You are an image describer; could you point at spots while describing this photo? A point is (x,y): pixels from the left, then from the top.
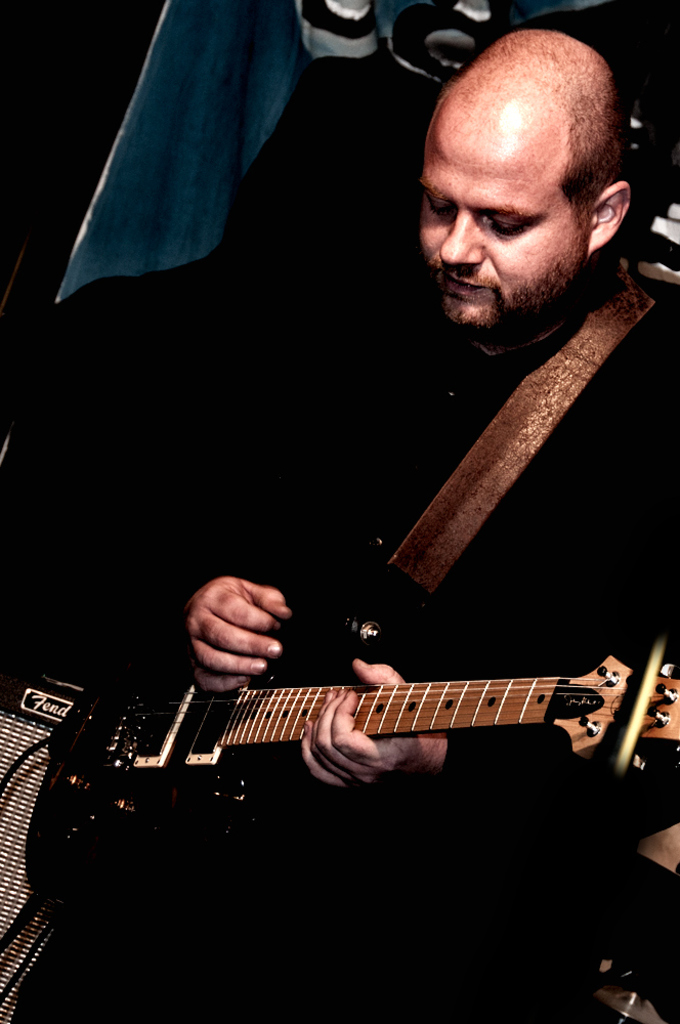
In this picture there is a man (402,680) playing guitar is wearing a black dress (613,472).
